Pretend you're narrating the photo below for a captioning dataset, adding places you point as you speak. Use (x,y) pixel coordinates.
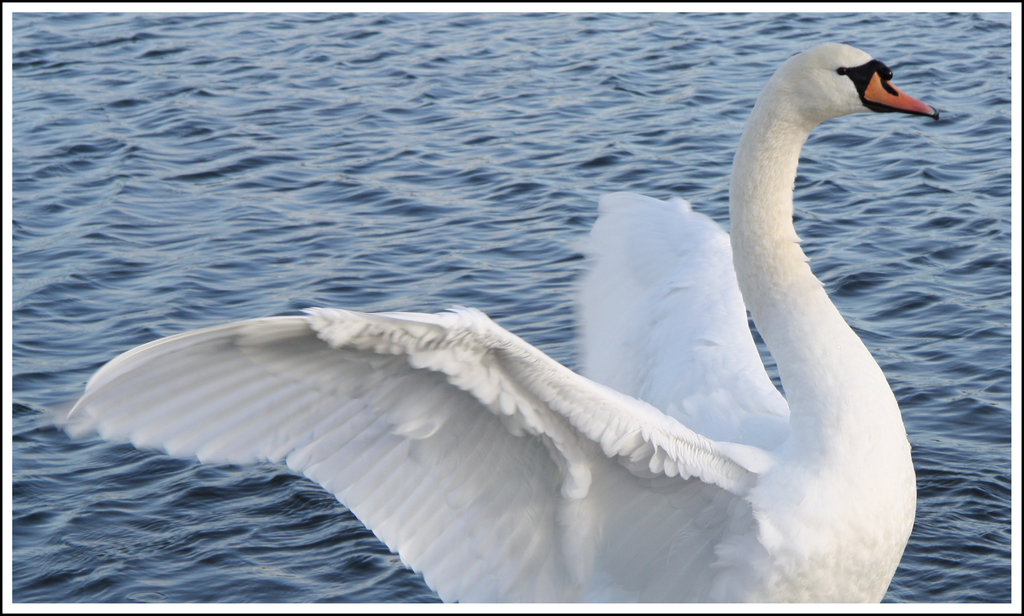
This image consists of a swan (660,490) in white color. At the bottom (89,552), there is water (307,243). The water (204,252) is in blue color.
